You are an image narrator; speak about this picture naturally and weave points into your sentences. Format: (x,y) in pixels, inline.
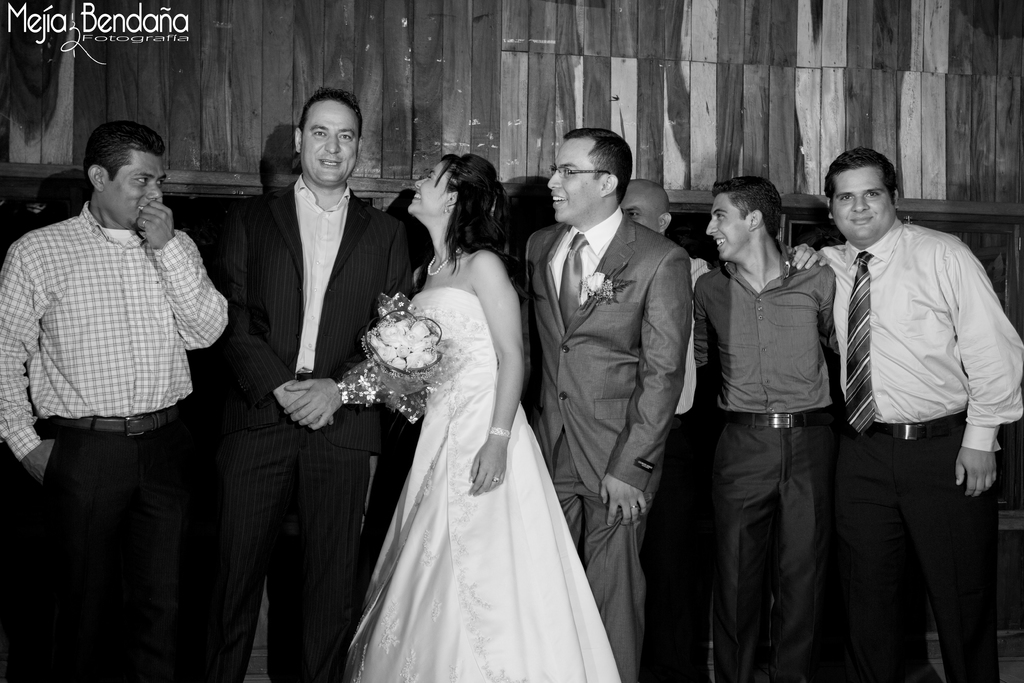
In this picture there are group of people (570,295) standing and smiling and there is a woman (530,678) with white dress (480,377) is standing and smiling and she is holding the bouquet (433,342). At the back (165,93) there is a wall (451,81). At the top left (115,26) there is text (42,16).
